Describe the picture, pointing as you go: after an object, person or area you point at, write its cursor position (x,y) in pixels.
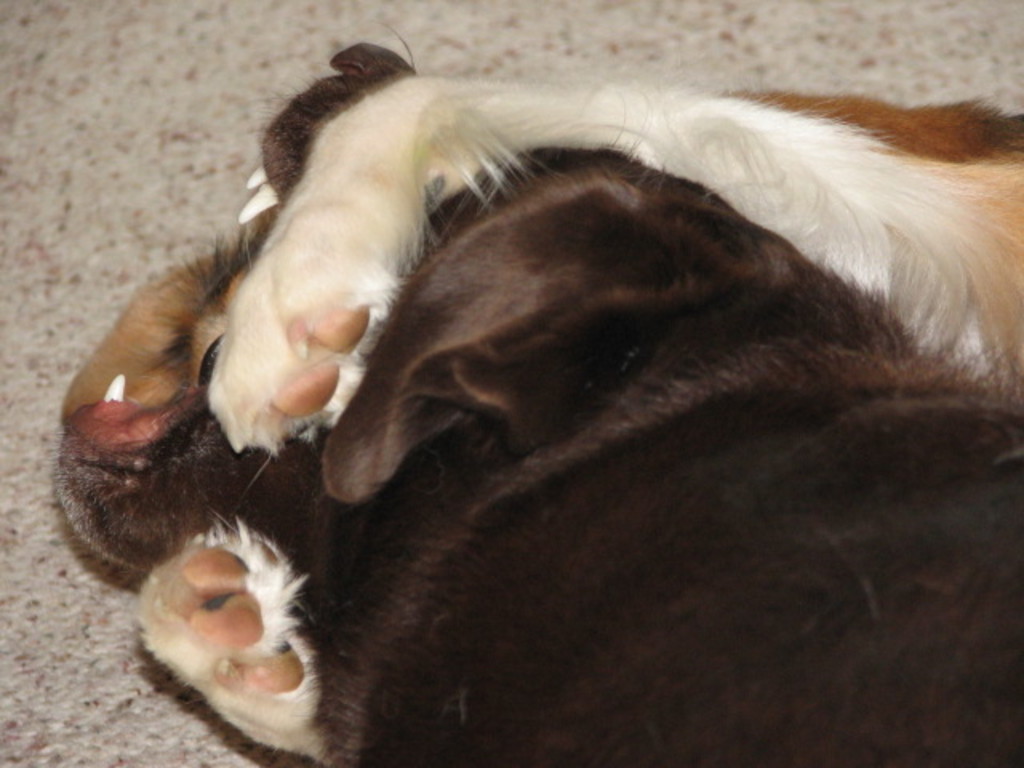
In this picture, we see two dogs (318,204) in white and black color. In the background (99,232), we see the carpet (135,621) or the floor (117,588) in grey color.
